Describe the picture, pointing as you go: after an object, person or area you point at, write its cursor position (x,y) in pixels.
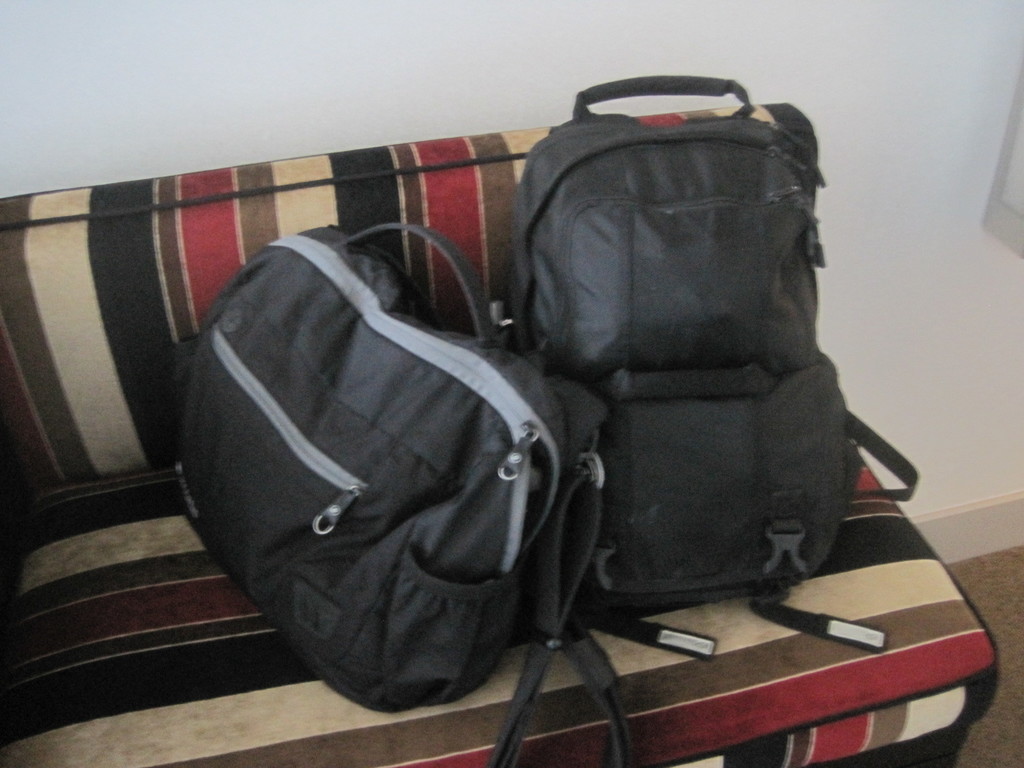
This is the couch (170,560) which is black and red in color. These are the two bags (470,454) which are black in color are placed on the couch (724,662). This is the wall (906,90).
